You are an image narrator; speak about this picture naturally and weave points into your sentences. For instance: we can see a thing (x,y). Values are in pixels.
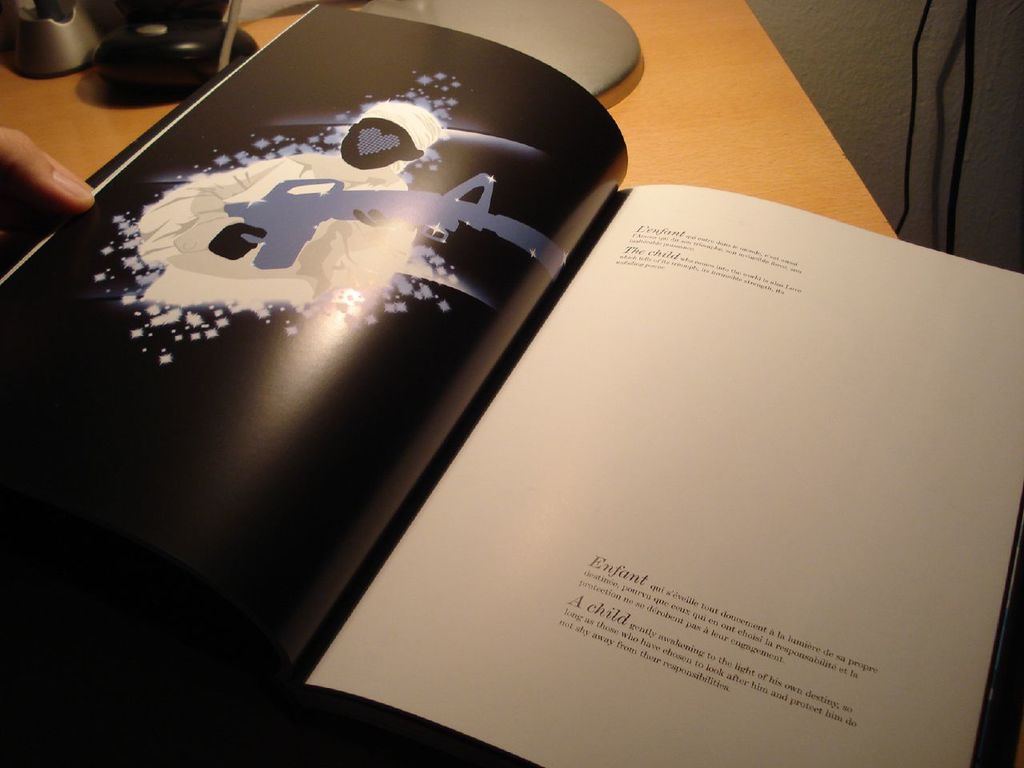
In this picture I can see a book (479,438) in the middle (503,484), on the left side (19,166) there are human fingers (29,157).
